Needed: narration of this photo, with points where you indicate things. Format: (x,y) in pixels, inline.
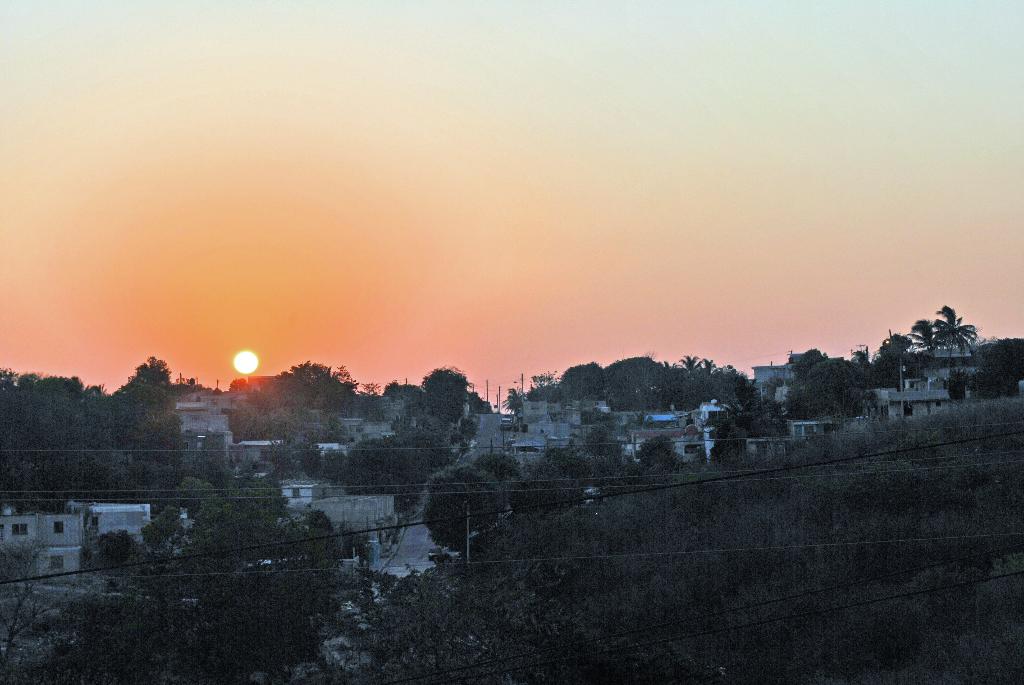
In this image we can see houses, trees (498,552), wires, also we can see the sun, and the sky (512,190).
